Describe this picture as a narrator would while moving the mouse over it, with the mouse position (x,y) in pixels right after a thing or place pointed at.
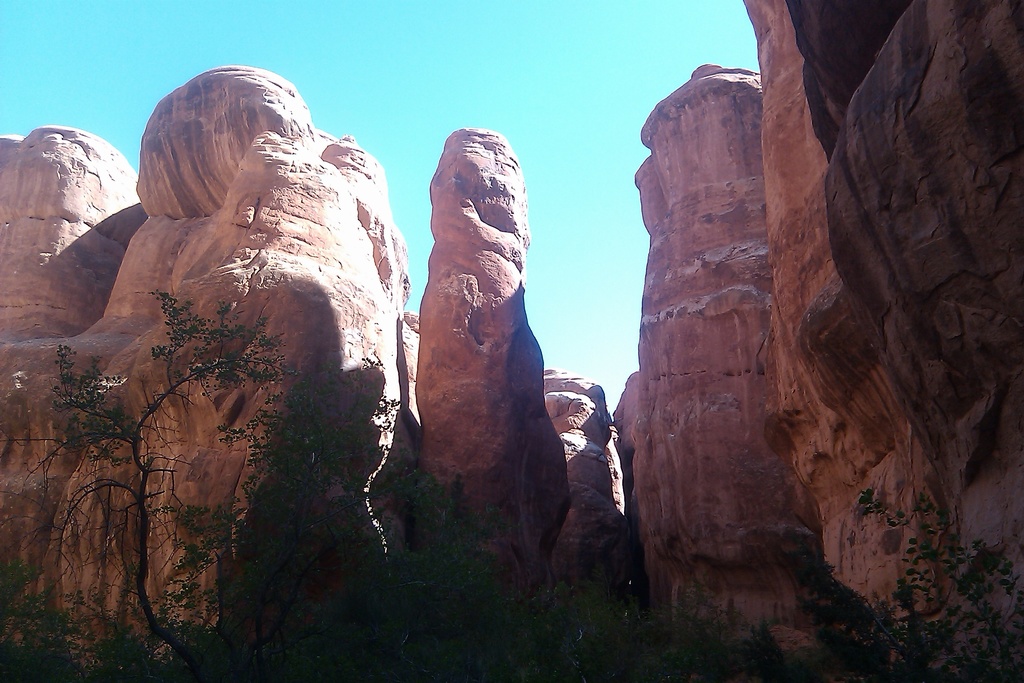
In this picture I can see trees (455,552) in the foreground (458,569). I can see the rocks (532,384). I can see the sky (545,94).
